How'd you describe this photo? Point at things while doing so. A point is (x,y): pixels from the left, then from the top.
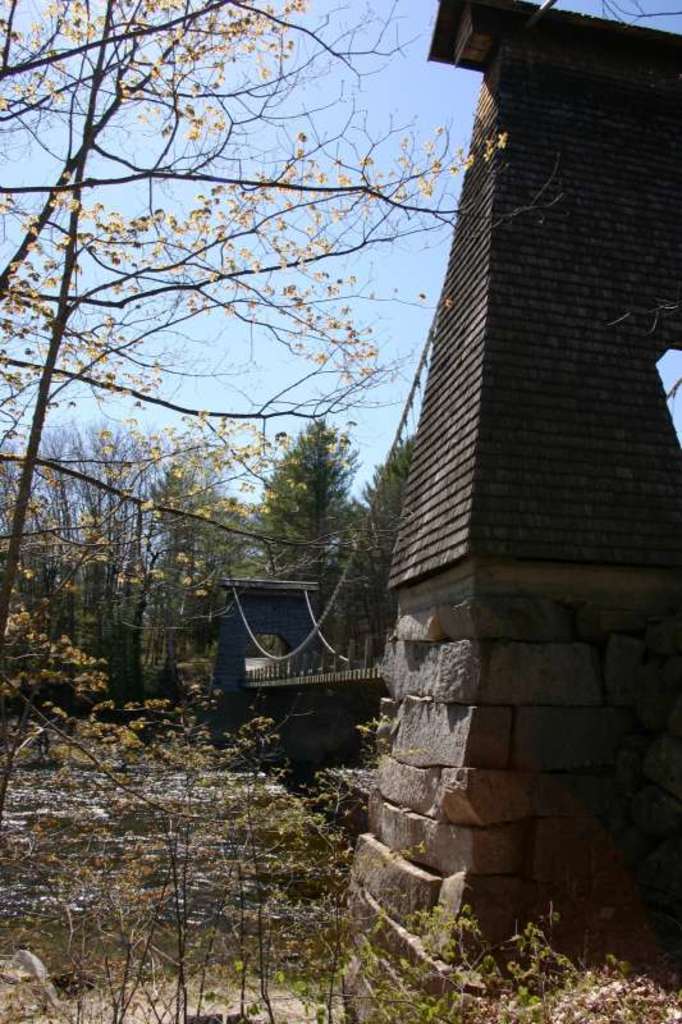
There is a bridge (300,662) in the right corner (510,427) and there are water (304,808) under it and there are trees (286,525) in the background (205,528).
